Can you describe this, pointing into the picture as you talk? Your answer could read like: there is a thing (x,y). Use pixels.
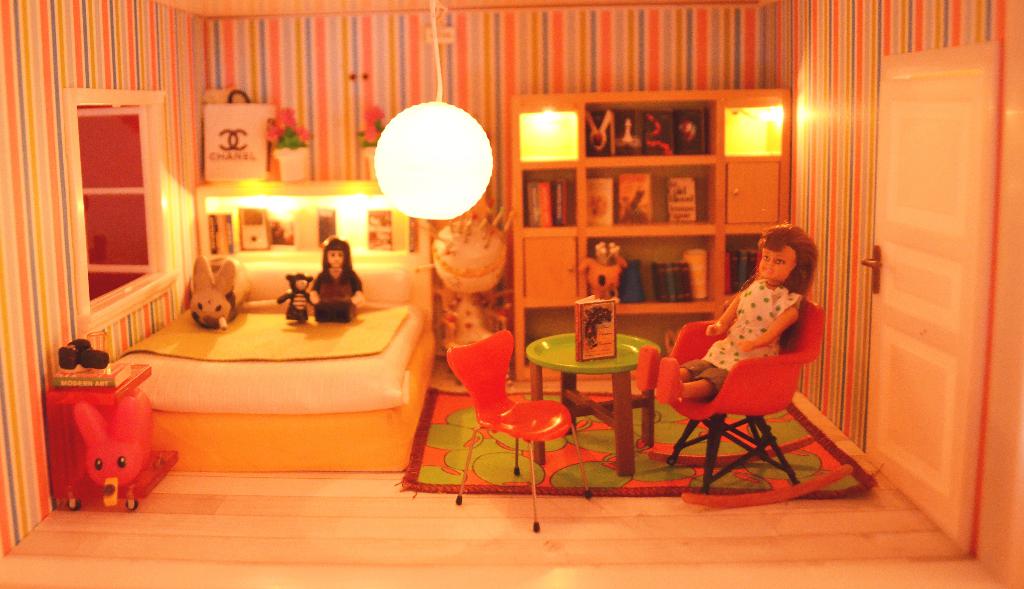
In this image I can see a doll house (540,314). In this doll house (238,481) I can see a bed (296,359) with dolls (288,310) on it and it few chair (562,413), table (607,371) and shelf (689,162) with a door (898,216).
